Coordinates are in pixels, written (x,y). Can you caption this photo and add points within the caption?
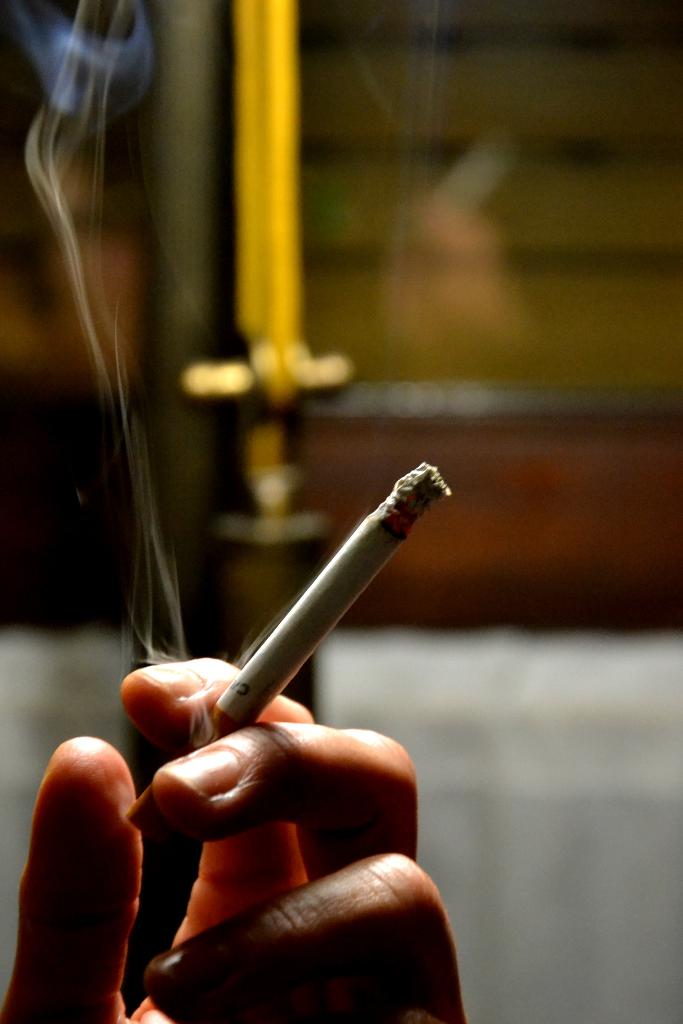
In this image I can see the person (184,965) holding the cigarette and I can see the blurred background (606,909).
